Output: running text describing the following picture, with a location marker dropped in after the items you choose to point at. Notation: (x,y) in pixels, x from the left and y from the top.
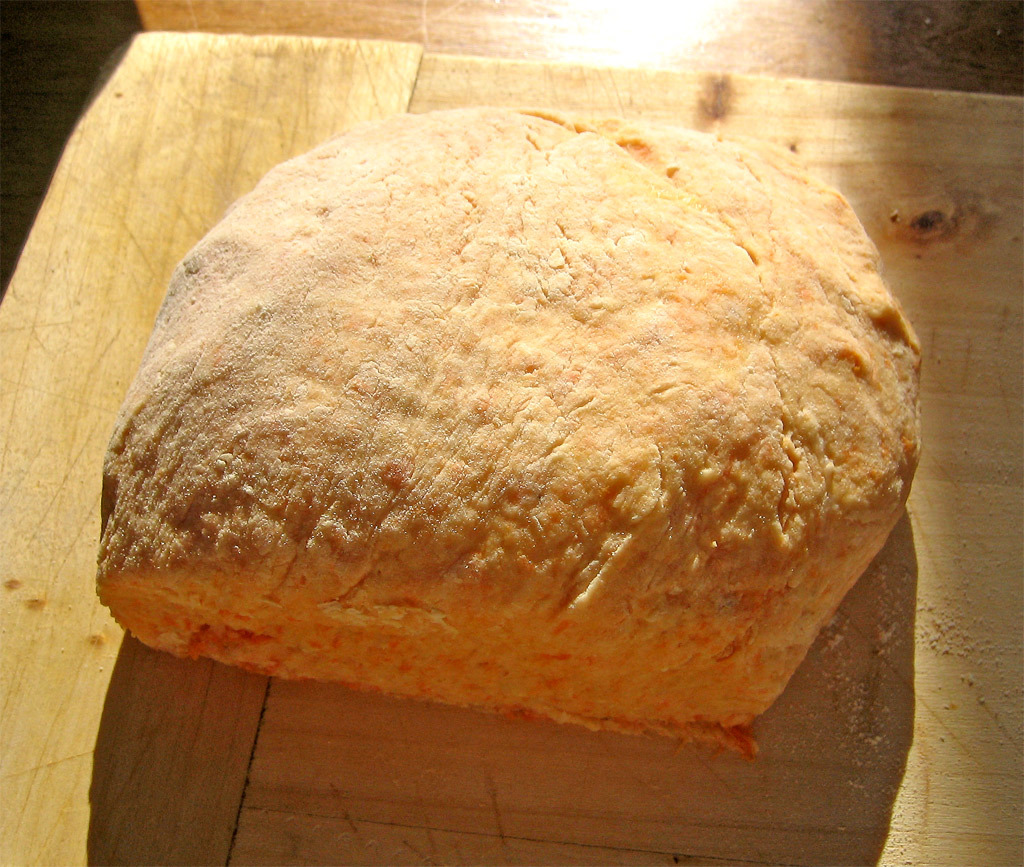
In the center of the image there is a wooden object (274,697). On the wooden object (212,715), we can see some food item (478,483). In the background (317,6) there is a floor (435,36).
